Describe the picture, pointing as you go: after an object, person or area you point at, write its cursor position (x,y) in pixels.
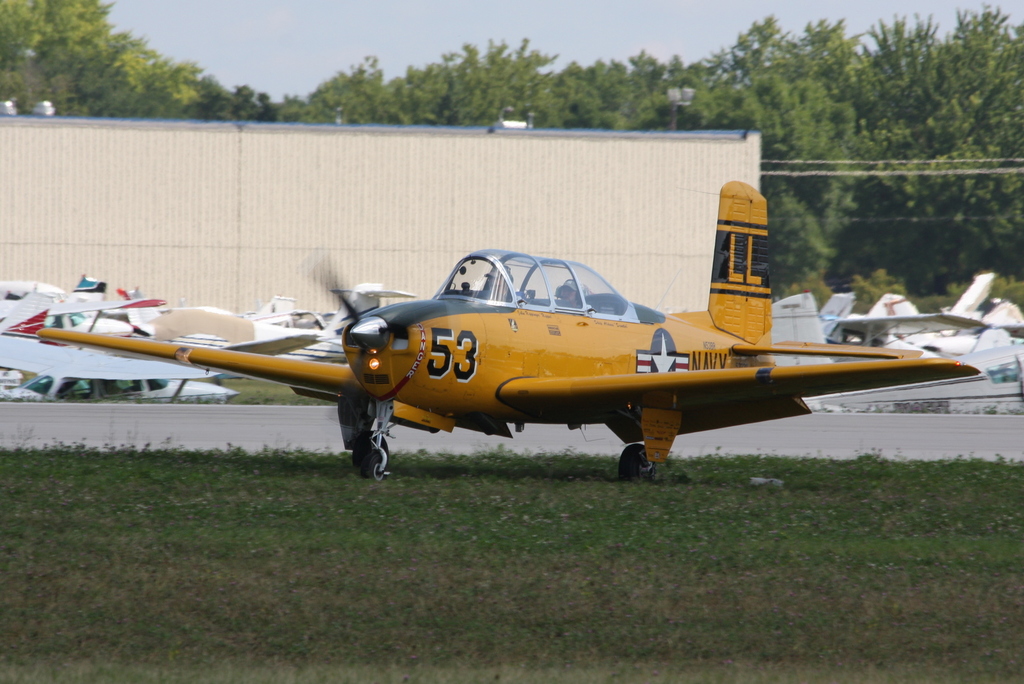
In the picture we can see an aircraft (481,255) on the grass surface (962,484), the aircraft (437,407) is yellow in color and behind it, we can see a path (41,429) and beside it, we can see a grass surface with some aircrafts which are white in color and behind it, we can see a wall (235,167) and behind it we can see full of trees (932,211) and top of it we can see the part of the sky (936,9).
